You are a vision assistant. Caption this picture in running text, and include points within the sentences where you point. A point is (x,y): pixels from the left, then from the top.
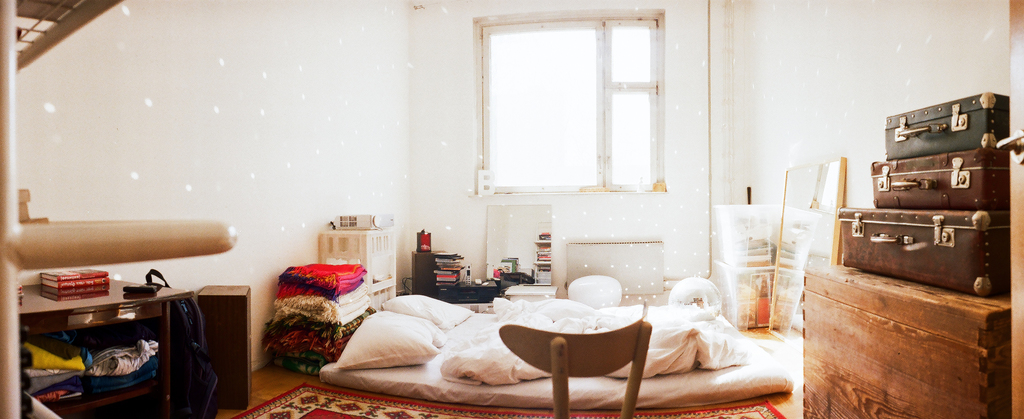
This picture was taken from inside. In this picture there is a bed (404,377). On top of it there are pillows (388,327). Beside the bed (388,318) there are blankets (325,319). Behind the blankets (314,287) there is a table (349,244). On top of it there is a object (355,216). At the back side (494,147) there is a window (567,115). At the right side of the image (832,318) there is a table (872,341). On top of it there are three suitcases (981,186). At the left side of the image (109,303) there is a table (59,411). Inside that there are clothes (88,358). On top of the table (56,306) there are books (78,286).
